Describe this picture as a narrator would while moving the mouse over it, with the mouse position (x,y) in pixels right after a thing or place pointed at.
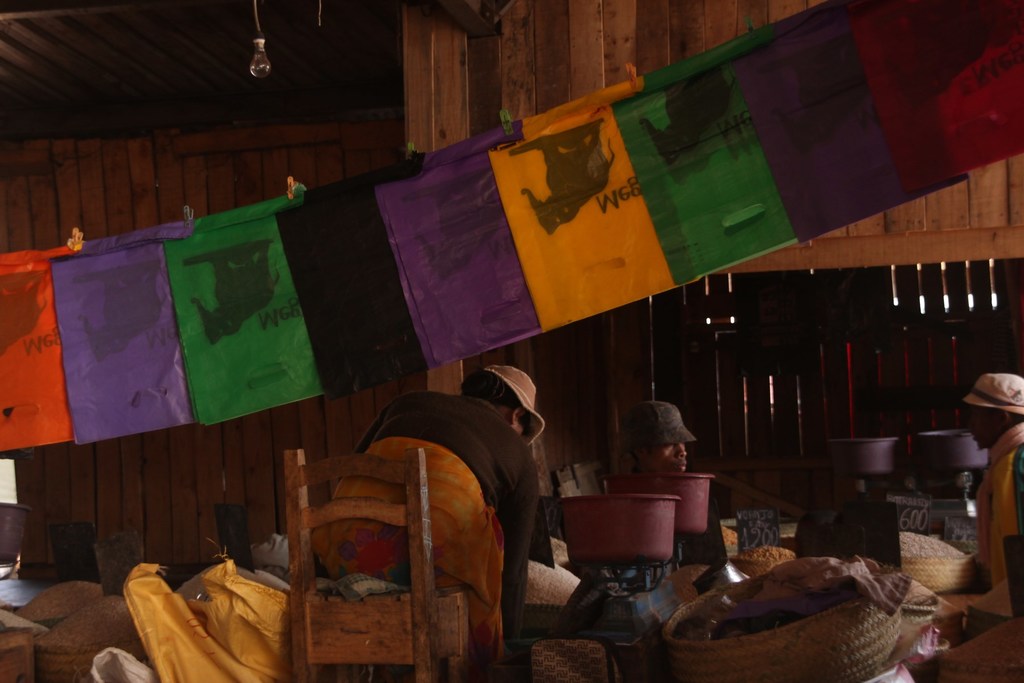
As we can see in the image there are three persons (1013,484) wearing cap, basket (775,659), tub (606,539), chair (424,632) and clothes (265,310). On the top (263,46) there is a light (256,64).
